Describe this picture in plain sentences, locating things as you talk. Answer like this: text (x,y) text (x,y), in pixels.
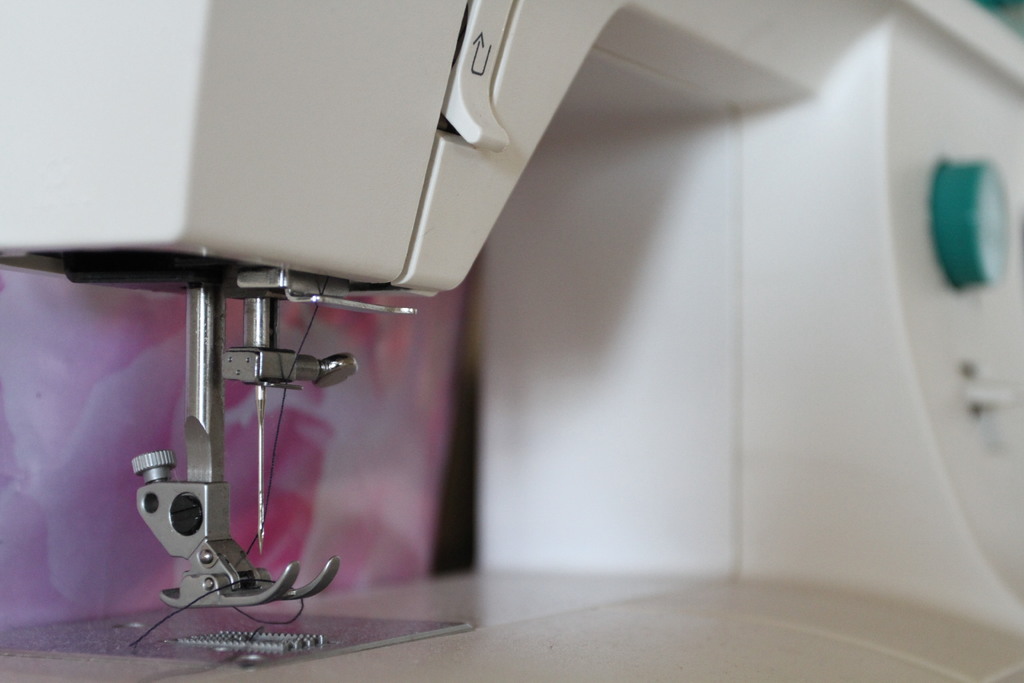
In this image there is a sewing machine (584,592). To the left (269,478) there is a thread (294,362) into needle (263,468). To the right (953,264) there are knobs (937,255) to the machine (932,268). Behind it there is a wall (396,400).
